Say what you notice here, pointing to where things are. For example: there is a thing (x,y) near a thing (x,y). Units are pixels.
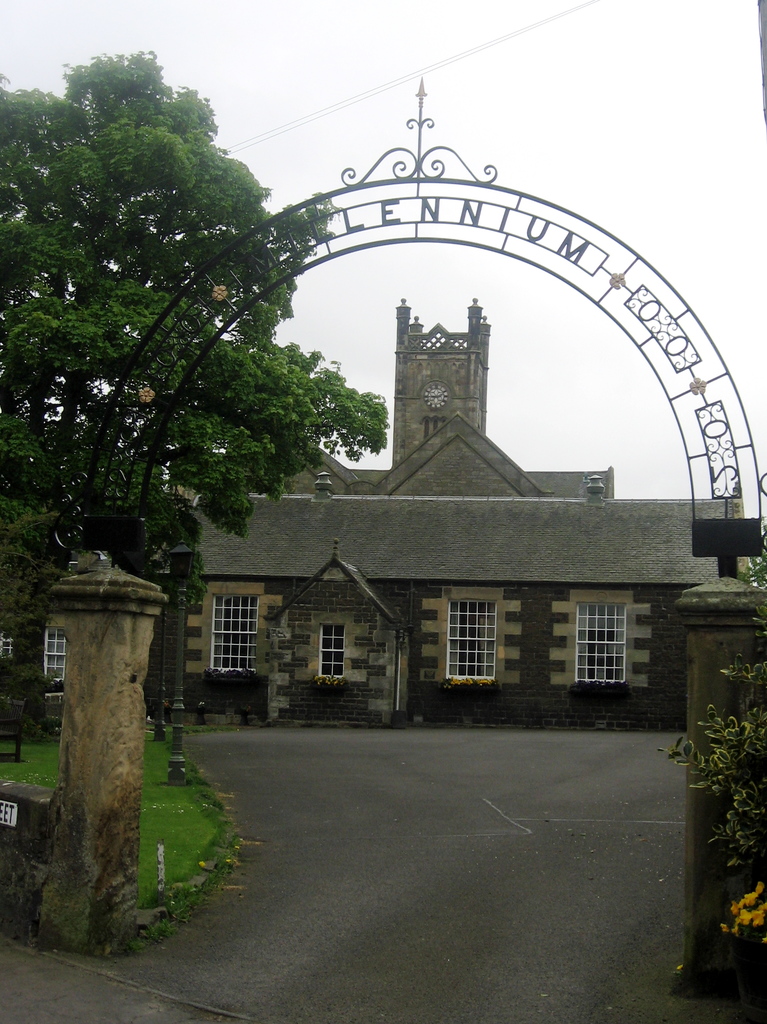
In this picture we can see an arch (72,692) in the front (136,680), in the background (426,687) there is a building (529,545), on the left side (186,438) we can see a tree (86,401), grass (157,821) and poles (178,738), we can also see a clock (427,391) in the background (438,395), there is the sky (495,101) at the top of the picture (512,70), at the right bottom (744,768) we can see a plant (733,849).
